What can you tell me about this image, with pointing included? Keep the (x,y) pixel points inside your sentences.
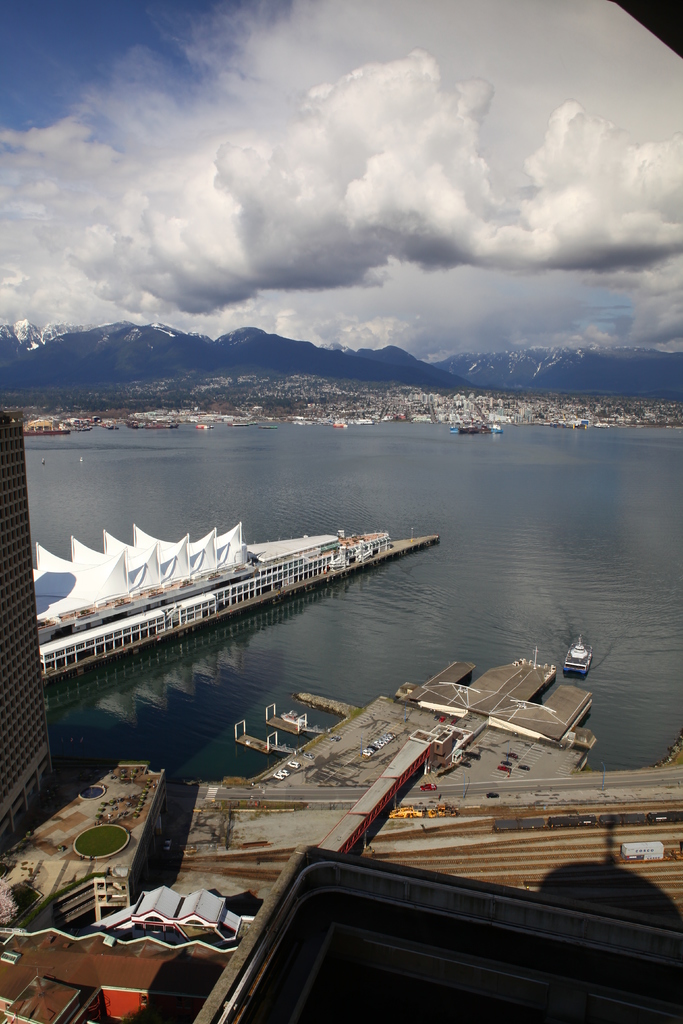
In the foreground (429,707) I can see buildings (427,974), roads (317,788) and boats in the water (289,455). In the background (421,407) I can see houses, trees (239,369) and mountains (196,346). At the top (296,223) I can see the sky (321,223). This image is taken may be near the lake (371,511).
